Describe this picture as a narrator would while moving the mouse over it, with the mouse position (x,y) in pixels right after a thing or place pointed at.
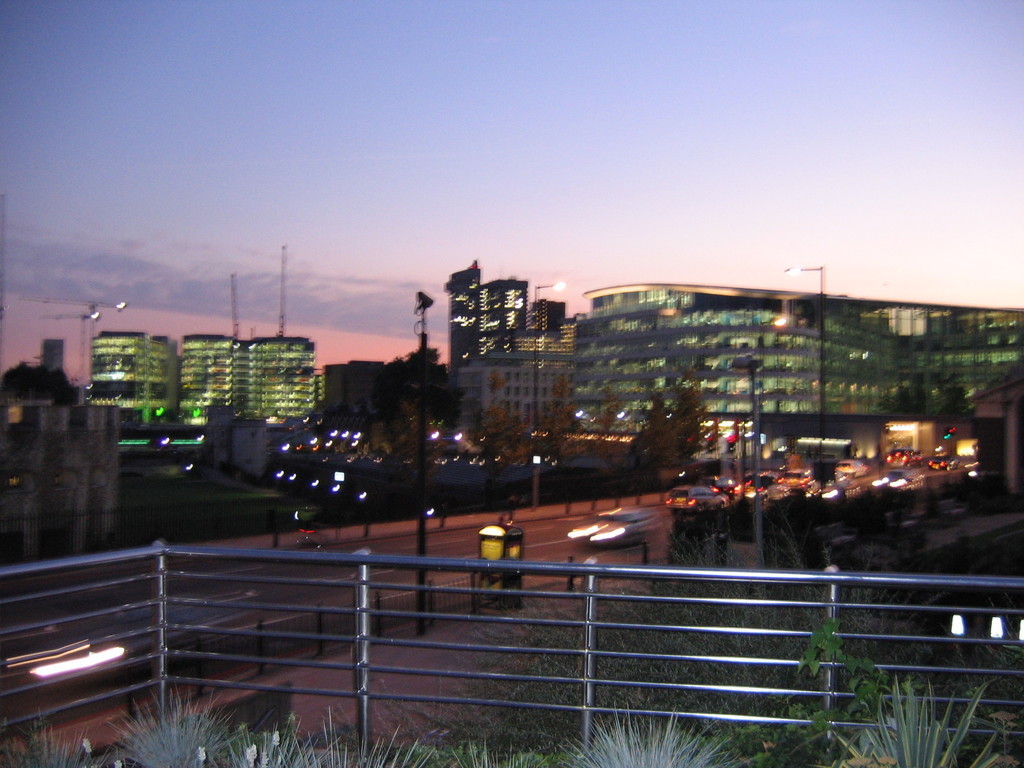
In the image there is fence (96,560) in the front (638,689) with some plants (351,750) on side of it, in the background (586,539) there are many vehicles (842,468) moving on road (284,570) and over the whole background (911,379) there are buildings (469,401) all over the image, this is clicked at dawn time and above its sky (648,153).
